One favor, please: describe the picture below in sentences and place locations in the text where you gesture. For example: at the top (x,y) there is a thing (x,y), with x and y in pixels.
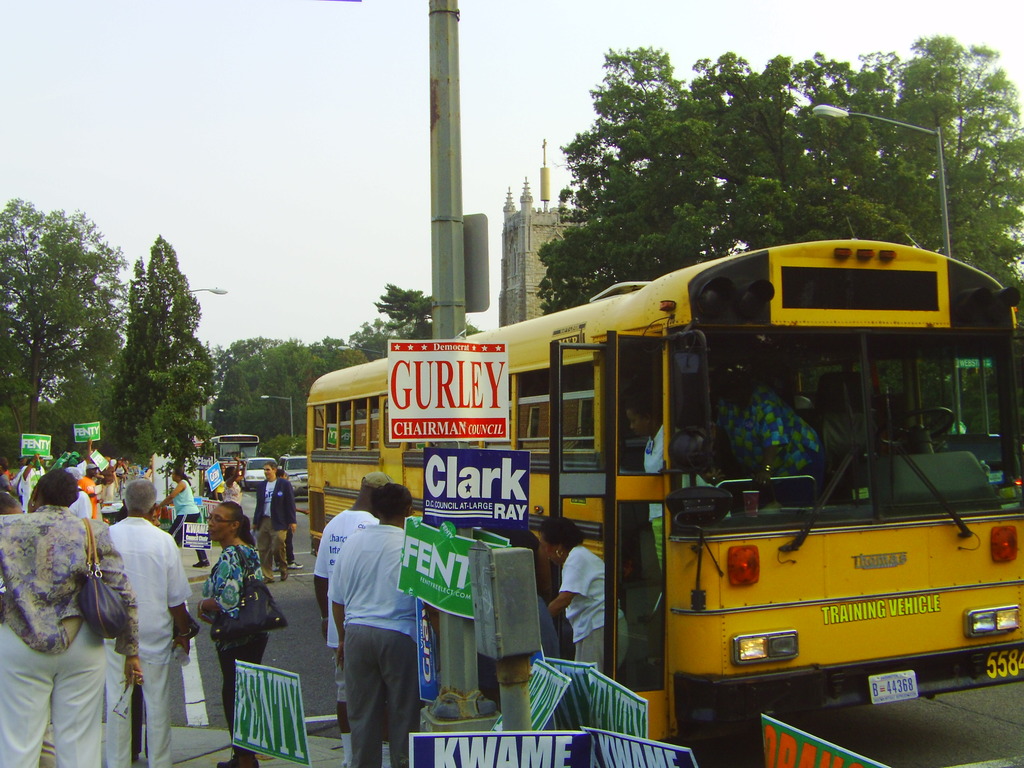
In this picture we can see a group of people (145,538) standing and some people (76,478) holding the boards (83,429). On the right side of the people (158,562) there are some vehicles (293,483) on the road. Behind the people (242,575), there is a pole (453,619) with the boards (415,737). In front of the people (67,487) there are trees (74,322), a building (514,274), poles (202,290) with lights (214,294) and the sky (498,267).
